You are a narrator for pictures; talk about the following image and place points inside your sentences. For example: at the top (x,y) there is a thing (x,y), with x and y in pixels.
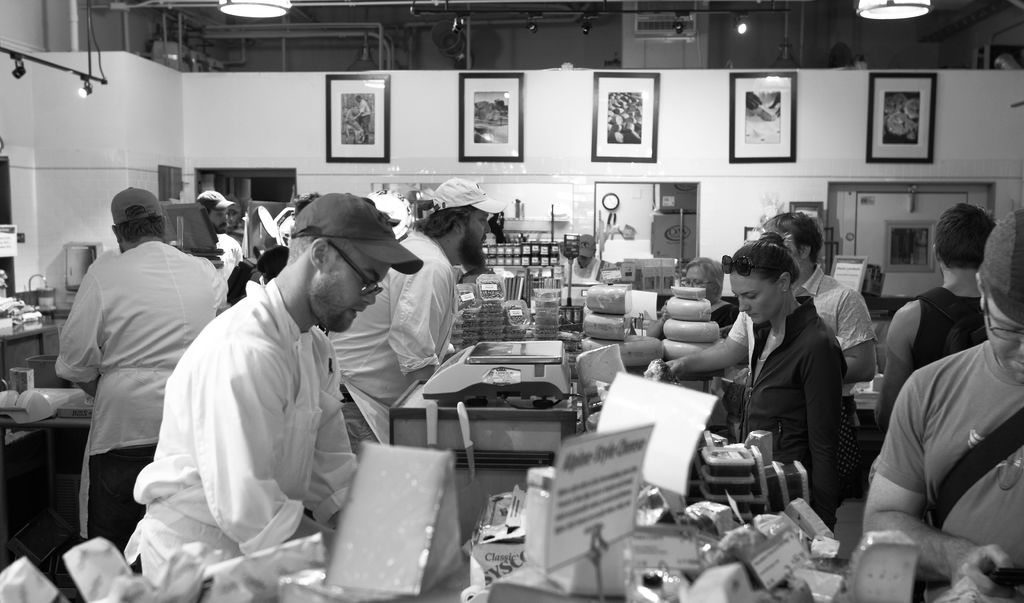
In this image I can see the group of people (215,433) standing and wearing the dresses (838,444). I can see few people (200,418) with the caps (369,237). There are many objects (521,532) and machines (468,398) in-front of these people (156,262). In the background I can see many frames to the wall (394,172). I can also see the lights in the top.
